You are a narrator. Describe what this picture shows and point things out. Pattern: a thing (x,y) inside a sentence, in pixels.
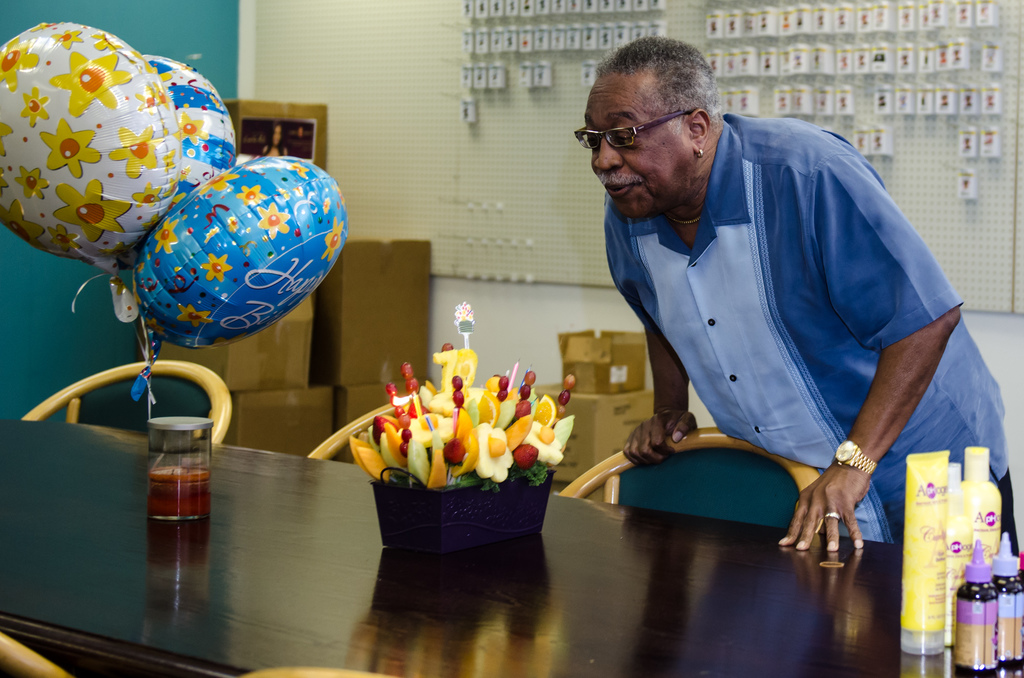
In this image we can see a man (726,422) standing beside a table (706,647) containing fruit salad (500,478) in a basket (427,536), some balloons (174,320) tied to a glass (193,459), some tubes (907,637) and containers (978,622) which are placed on it. We can also see some chairs (680,509) around the table (465,631). On the backside (261,349) we can see some cardboard boxes (261,349) placed aside and some boards (508,211) on a wall (585,261).
